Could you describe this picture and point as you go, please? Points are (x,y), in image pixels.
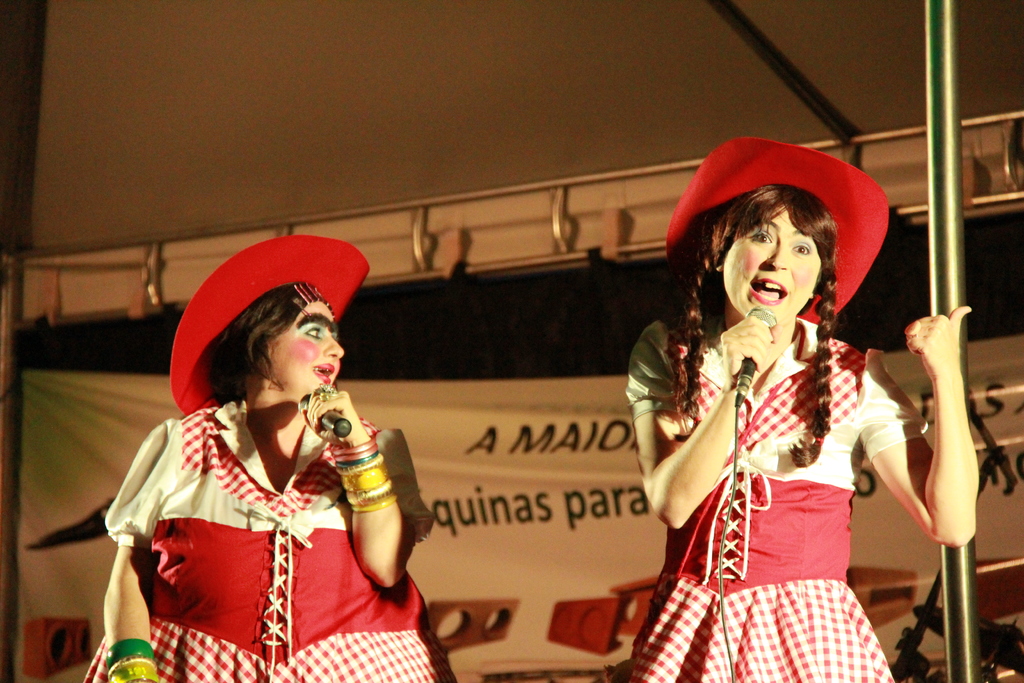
In front of the image there are two persons (817,316) with costumes (809,538). They are standing and holding mics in their hands (330,407). And there are hats (762,172) on their heads (274,379). Behind them on the right side (963,626) there is a rod (943,90). And also there is a banner (504,507) with some text (523,498) on it. At the top of the image (739,124) there is a roof (913,80).
